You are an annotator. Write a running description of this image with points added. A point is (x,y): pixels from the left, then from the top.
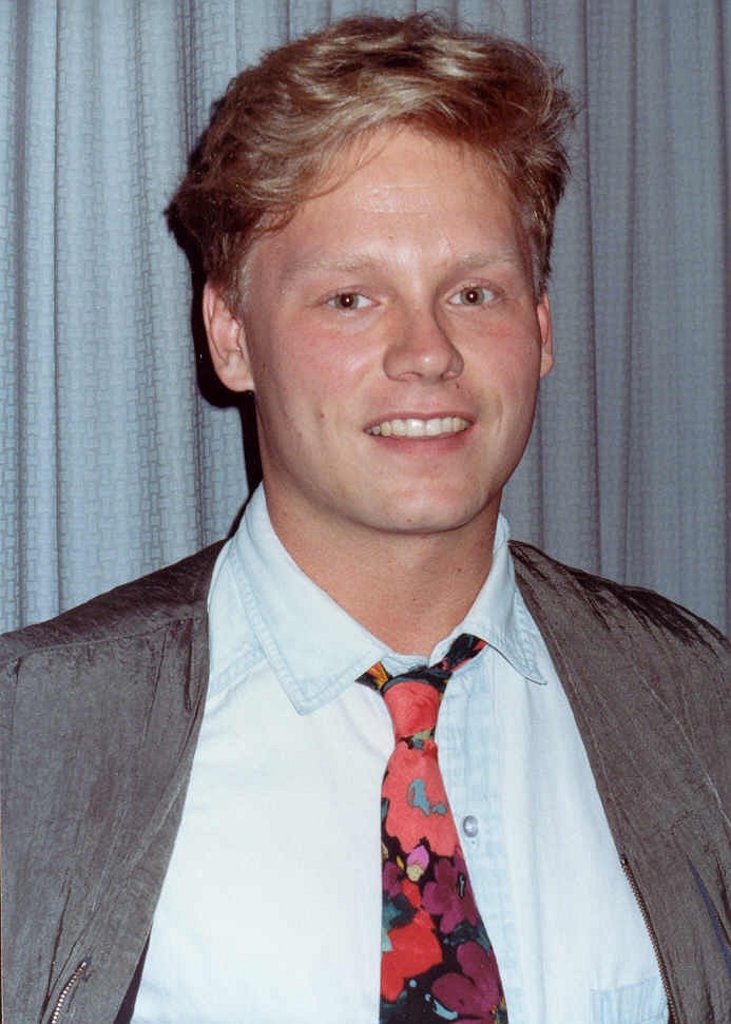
In this image, we can see a man (674,746) standing, he is wearing a coat (9,809) and a tie (401,820). In the background (38,150), we can see a curtain (176,138).
